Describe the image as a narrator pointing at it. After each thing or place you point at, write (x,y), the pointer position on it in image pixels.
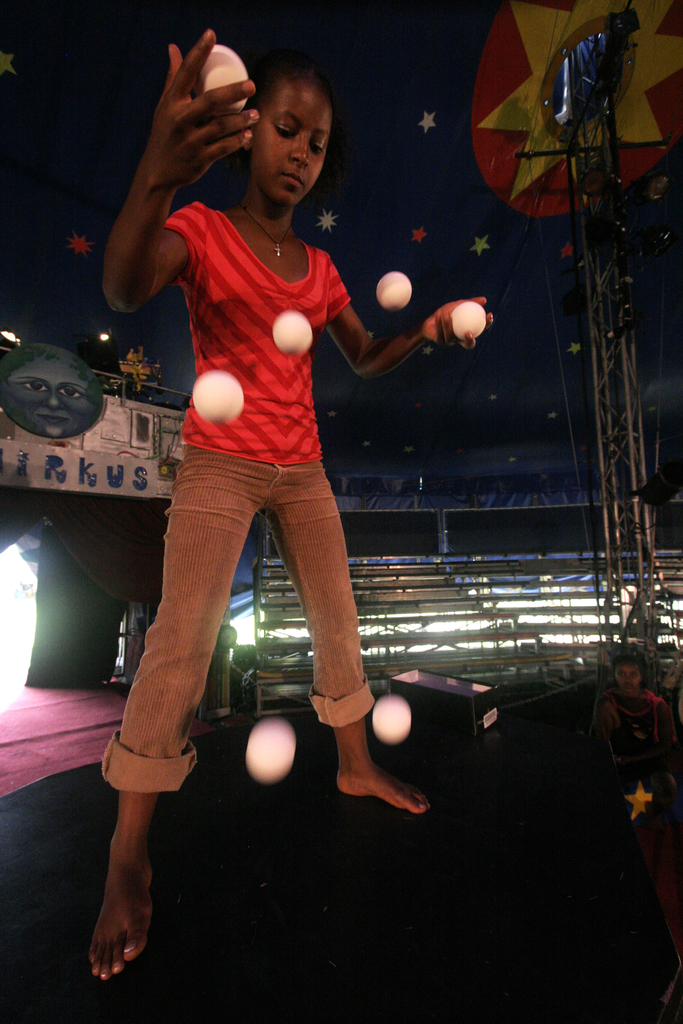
In this picture I can see a girl (202,112) standing and juggling with the balls (277,780), and in the background (666,614) there is lighting truss (600,452), benches (405,563), tent (651,428), boards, there is a person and some other items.
